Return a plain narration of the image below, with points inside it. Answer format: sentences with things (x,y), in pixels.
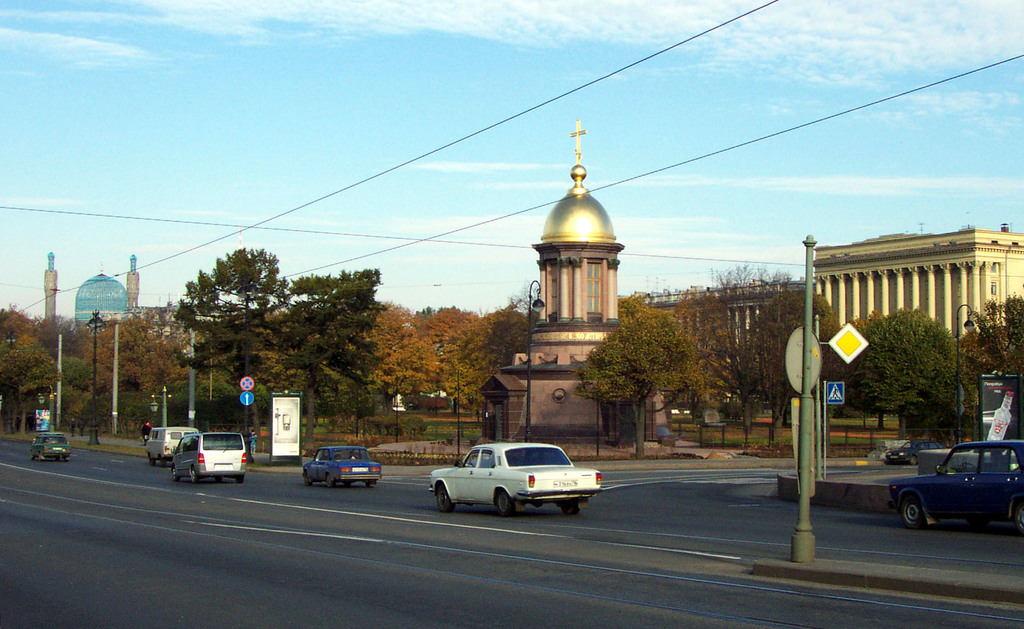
In this image there are buildings (577,344) and trees (311,336). We can see vehicles (241,437) on the road (303,556) and there are poles (94,422). In the background (457,251) there are wires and sky (492,55).
